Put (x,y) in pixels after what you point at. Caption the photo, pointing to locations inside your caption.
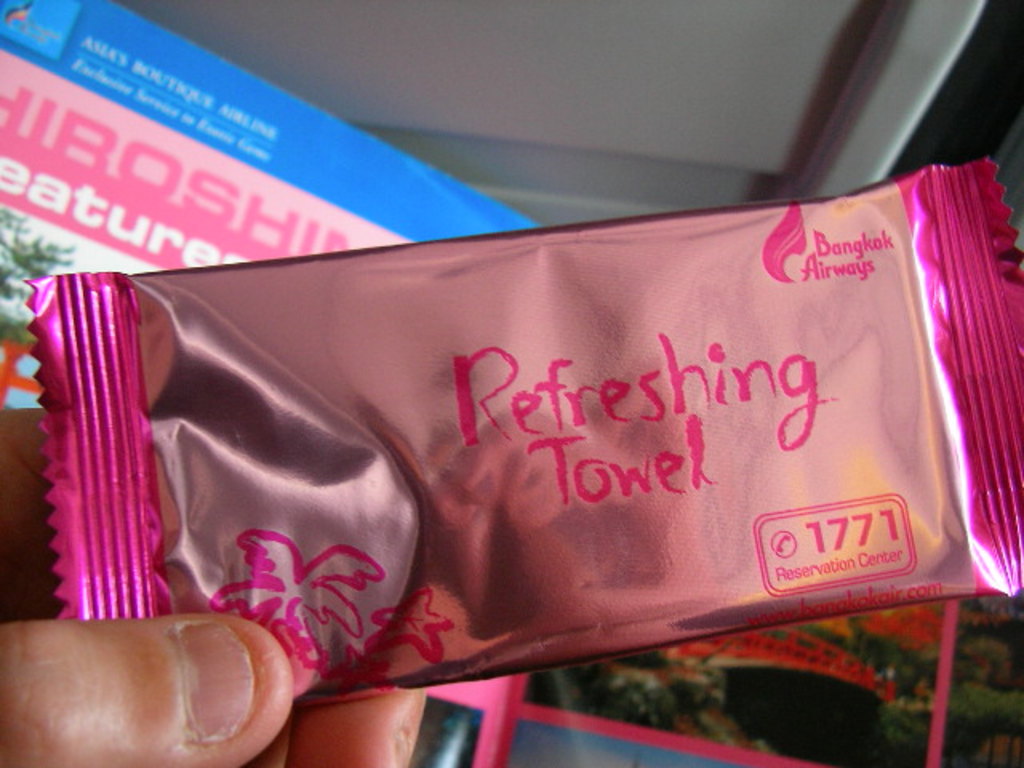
In this image in the front (406,610) there is a hand (275,656) of the person (230,677) holding a packet (537,587) with some text (692,468) written on it which is pink in colour. In the background (103,171) there is a banner (160,194) with some text (172,178) written on it and there are plants (978,715).
